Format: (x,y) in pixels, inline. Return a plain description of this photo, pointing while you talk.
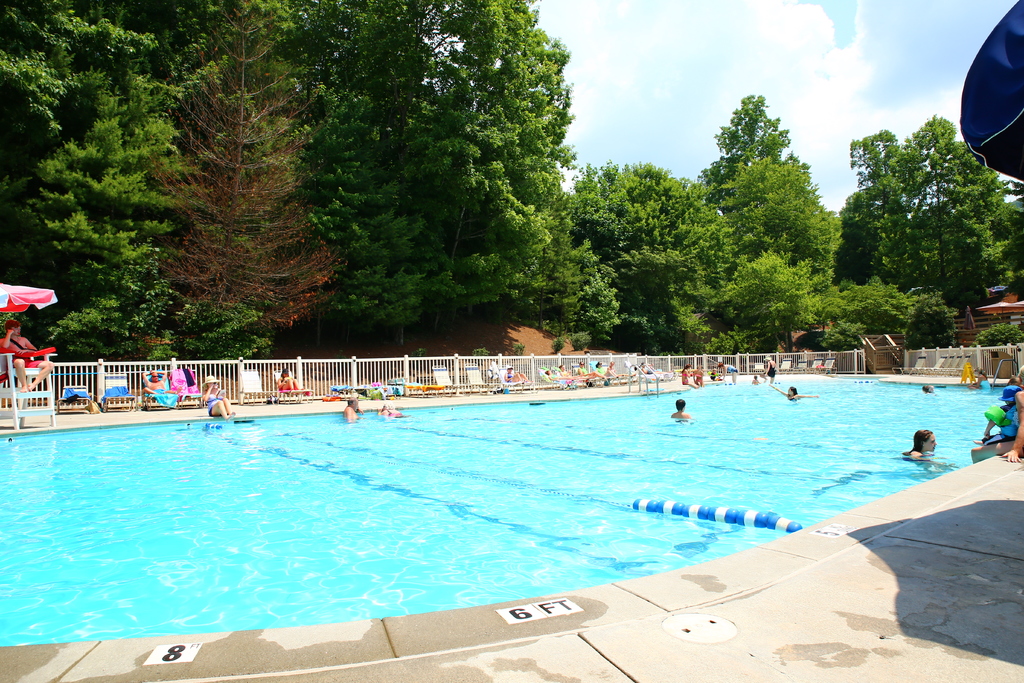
In this image we can see a few people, some of them are in the swimming pool (736,414), some people (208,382) are sitting on the chairs (258,379), there are towels (500,374), there are plants (153,354), trees (271,168), fencing (536,373), also we can see the sky (622,129), and the text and numbers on the ground (489,643).
